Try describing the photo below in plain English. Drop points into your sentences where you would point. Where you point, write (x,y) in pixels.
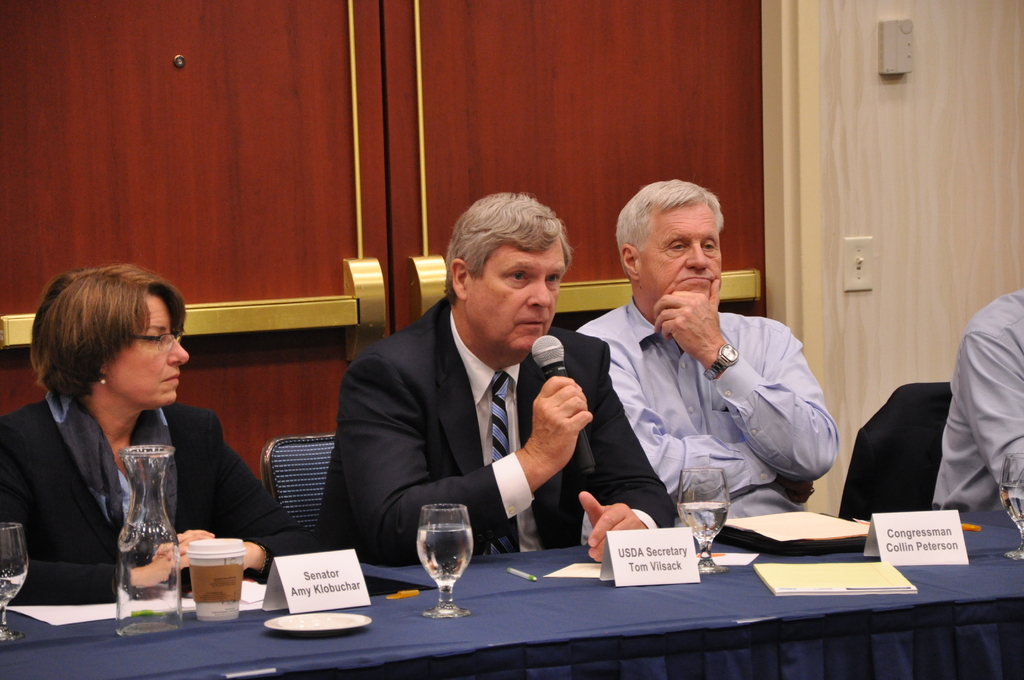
As we can see in the image there is a wall (977,274), doors (313,172), few people (1011,389) sitting on chairs (910,508) and there is a table (322,679). On table (359,673) there are glasses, bottle (162,552) and papers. The man (549,448) sitting in the middle (512,354) is holding a mic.
